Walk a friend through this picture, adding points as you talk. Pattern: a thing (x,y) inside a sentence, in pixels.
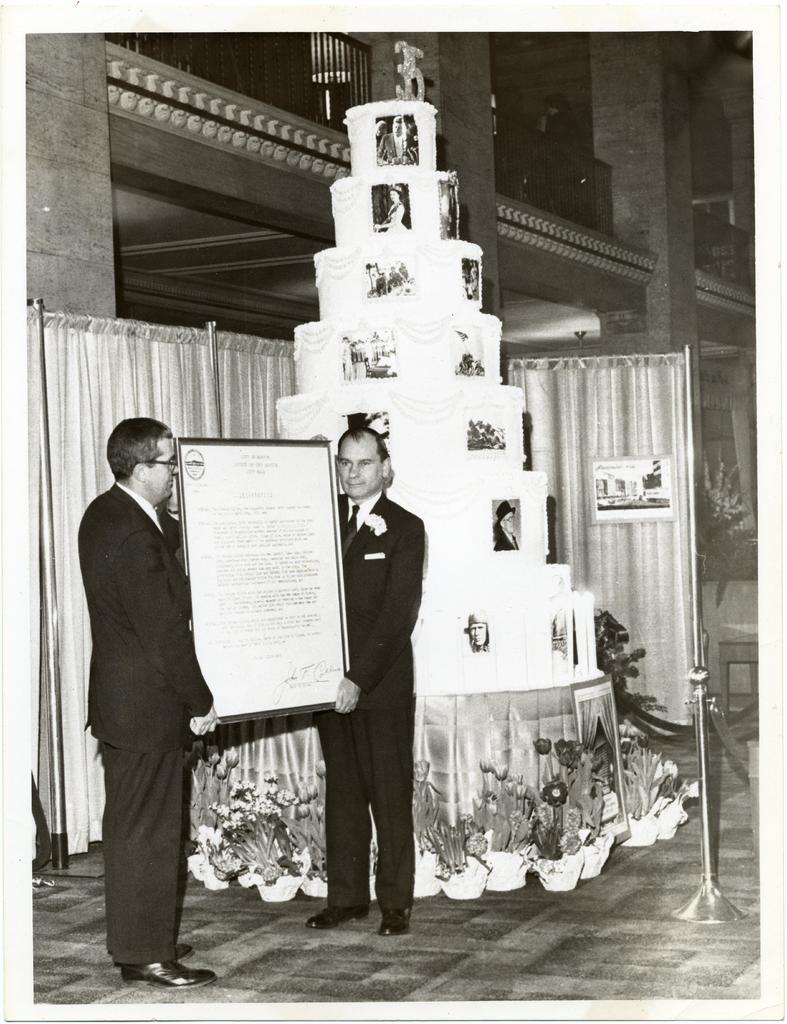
It is a black and white image. Here two men (144,670) are holding a frame (264,662) and standing on the floor (730,864). Background (534,659) we can see cake (515,589) with photographs (475,643) on the table (468,737). This table (488,733) is covered with cloth (524,728). Here we can see few bouquets (444,836), rods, curtains (665,621), ropes (735,740), frame (643,479), pillars (63,284), ceiling (235,284), few objects (737,485) and railings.
